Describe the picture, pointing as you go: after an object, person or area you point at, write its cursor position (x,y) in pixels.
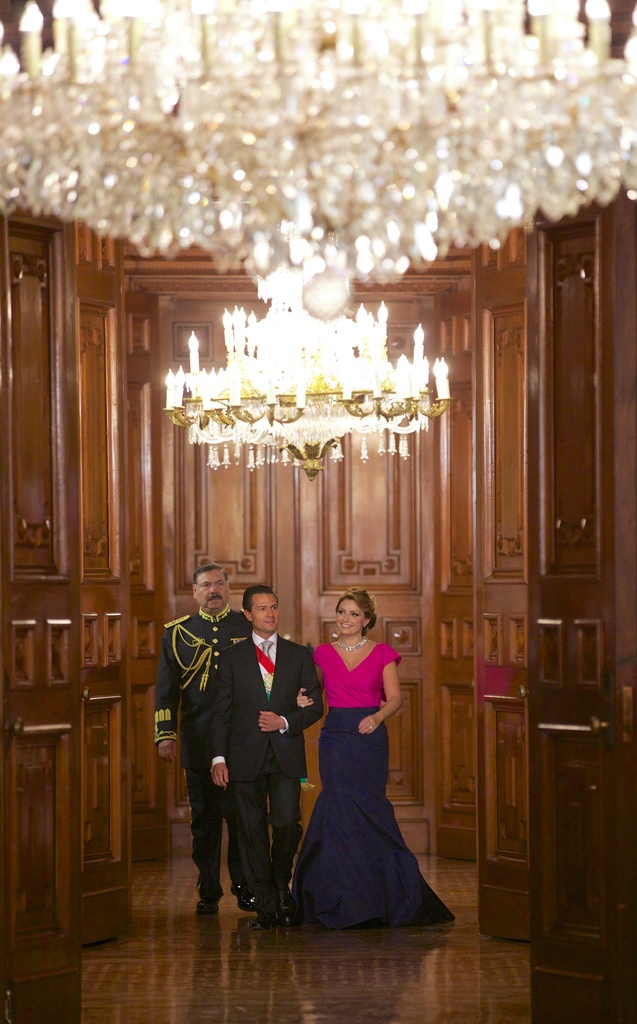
In this image, there are three people (281,711) standing on the floor (272,938). On the left (114,562) and right side of the image (580,625), I can see the wooden doors (481,596). At the top of the image (156,163), there are chandeliers (240,244) hanging.
